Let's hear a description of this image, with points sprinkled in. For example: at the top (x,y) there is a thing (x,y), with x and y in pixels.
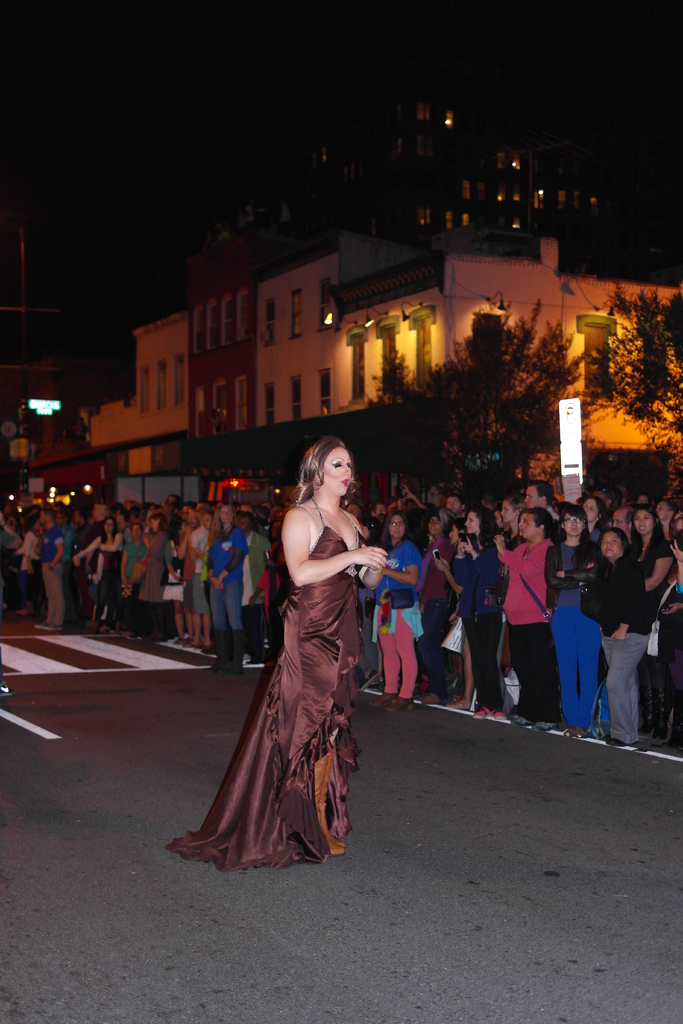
In the image in the center (354,571), we can see one woman (345,599) standing on the road (437,716). In the background (330,381), we can see buildings (141,351), windows (580,325), trees (508,463), banners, the lights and group of people (407,570) are standing.
